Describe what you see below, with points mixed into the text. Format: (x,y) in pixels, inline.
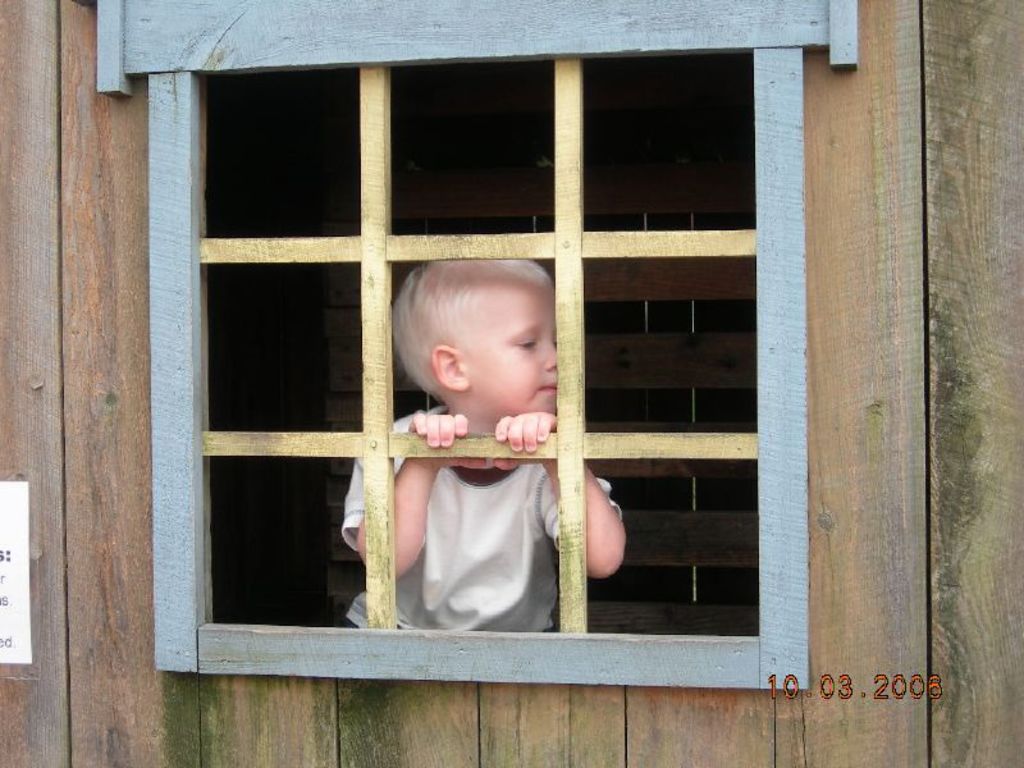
In this image in the center (643,478) there is a window (225,241) and a wooden wall (881,480), in the foreground (901,556) and there is one boy (484,397) behind the window (381,371) and some wooden sticks (663,530). On the left side of the image (24,532) there is some poster (24,575), and at the bottom of the image (806,688) there is text (887,696).
